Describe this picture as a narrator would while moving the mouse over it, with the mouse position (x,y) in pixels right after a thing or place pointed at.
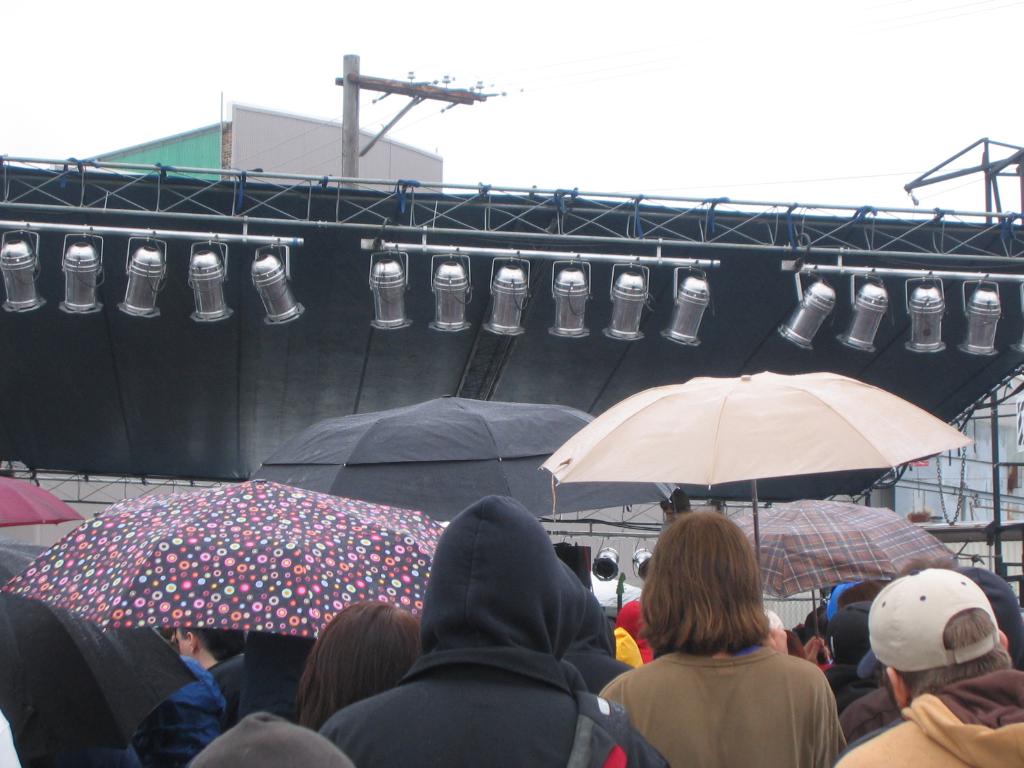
This is an outside view. At the bottom (291,689) there are few people (257,698) facing towards the back side (670,689). Few people (184,695) are holding umbrellas (395,501). In the middle of the image (498,325) there are few metal objects (291,307) attached a metal stand (571,232). Behind there is a black color cloth (226,383). In the background (246,149) there is a building (261,130) and also I can see a pole (347,136). At the top of the image (705,105) I can see the sky (635,82).
